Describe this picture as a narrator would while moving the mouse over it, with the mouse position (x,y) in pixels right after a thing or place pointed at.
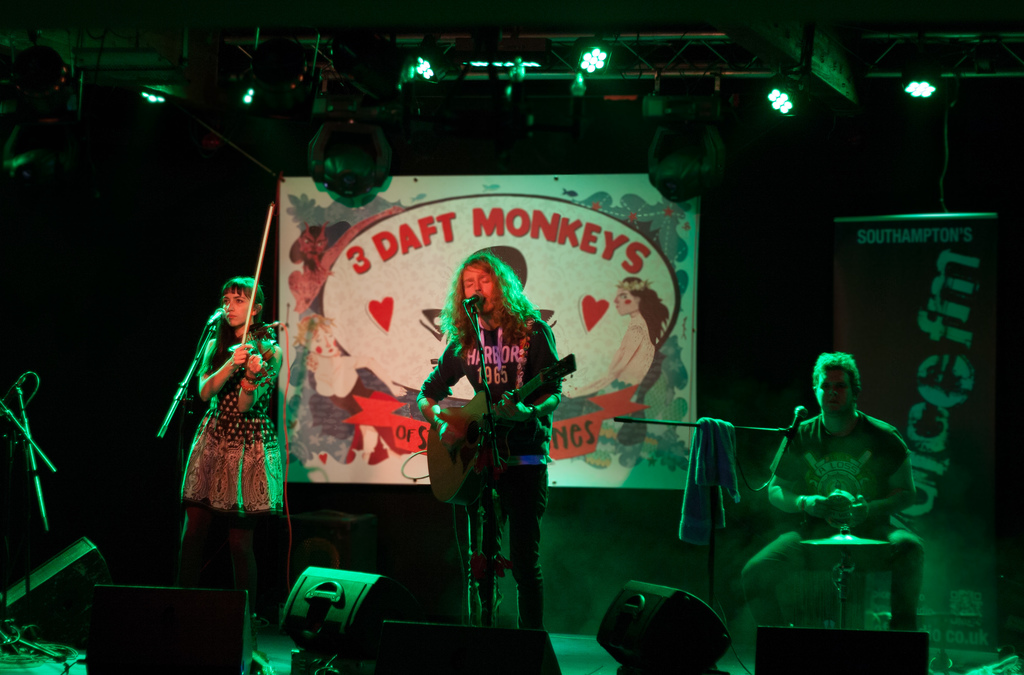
In this picture I can see 2 men (515,338) and a woman (248,364) who are holding musical instruments (465,440) in their hands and I see mics (213,320) in front of them. In the background (317,194) I see the boards (887,384) on which there is something written and on the top (250,96) I see the lights (250,96).
